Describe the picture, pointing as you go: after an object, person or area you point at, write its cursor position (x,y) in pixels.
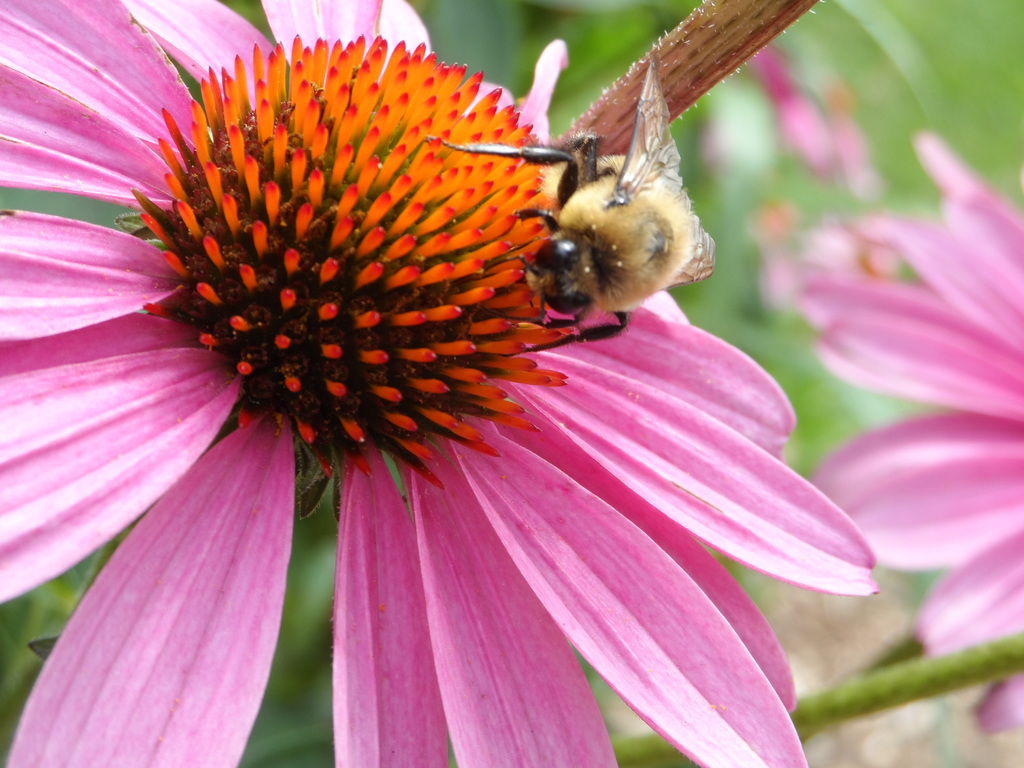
In this picture, there is a flower (500,293) which is in pink and orange in color. On the flower (566,331), there is an insect (578,245). Towards the right (943,399), there is another flower (858,330).
